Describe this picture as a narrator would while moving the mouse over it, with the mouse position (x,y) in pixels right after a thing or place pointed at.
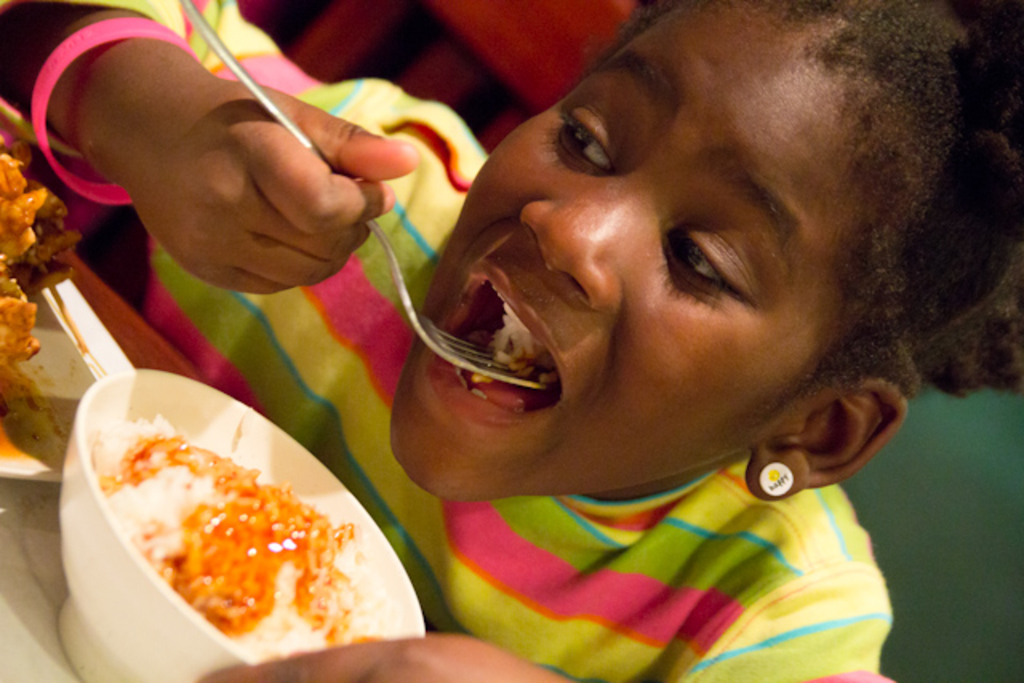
This person (634,166) is holding a fork (443,341) and eating food (521,376). On this table (19,523) there is a bowl (188,405), plate (59,390) and food (11,317). Background (1006,439) it is blur.
